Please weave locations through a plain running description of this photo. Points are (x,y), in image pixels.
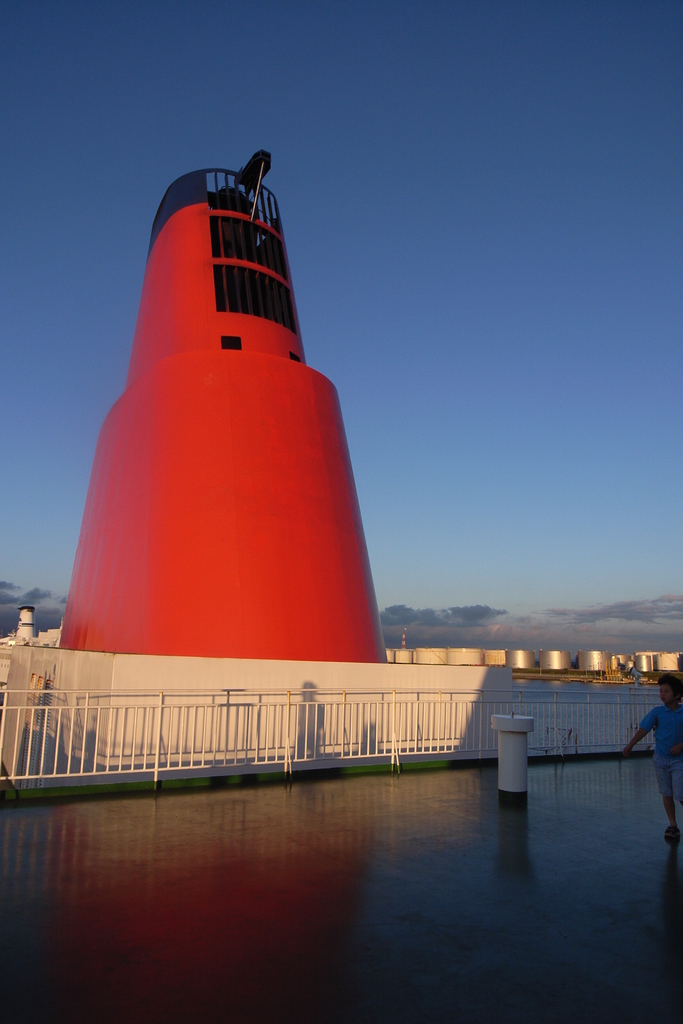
In this picture there is a red color ship funnel (196,544). In the bottom side (146,742) there is a white color grill fencing (344,755). In the front (612,777) bottom side there is a black color deck (682,859) and a boy (668,723) running on it. In the background (546,665) there are some silver industry tanks (555,658).
